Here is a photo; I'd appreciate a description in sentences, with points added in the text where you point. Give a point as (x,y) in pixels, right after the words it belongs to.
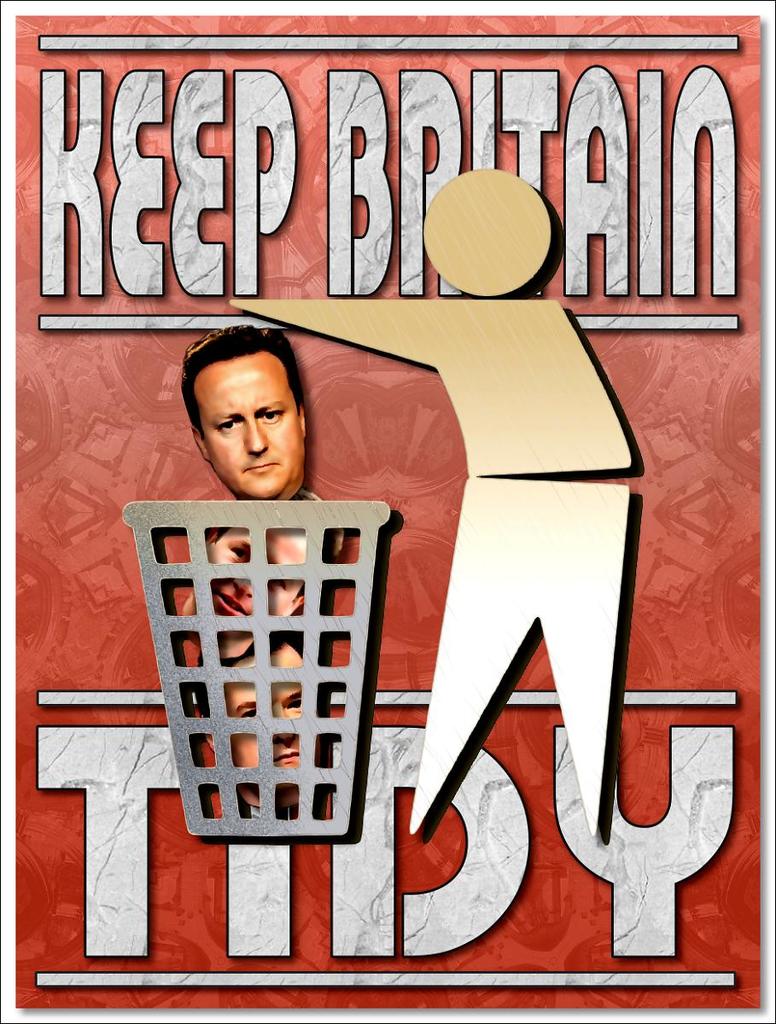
The picture is a poster, in the poster there are faces (249,462) of three persons (259,446) seen like throwing into a dustbin (225,786). On the right (586,432) there is a person (503,425). In this picture there is text (679,186).
